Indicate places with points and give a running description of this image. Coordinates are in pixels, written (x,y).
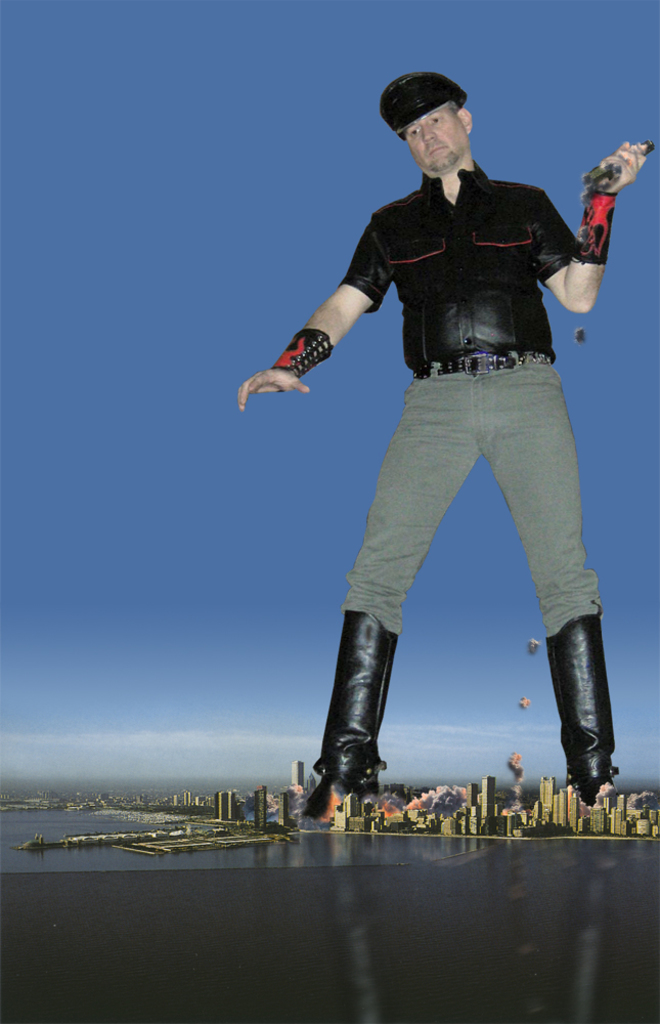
In this picture we can see a man (350,601) holding an object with his hand (623,161) and standing on the ground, water (459,869), buildings (515,832) and some objects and in the background (240,348) we can see the sky (219,191).
